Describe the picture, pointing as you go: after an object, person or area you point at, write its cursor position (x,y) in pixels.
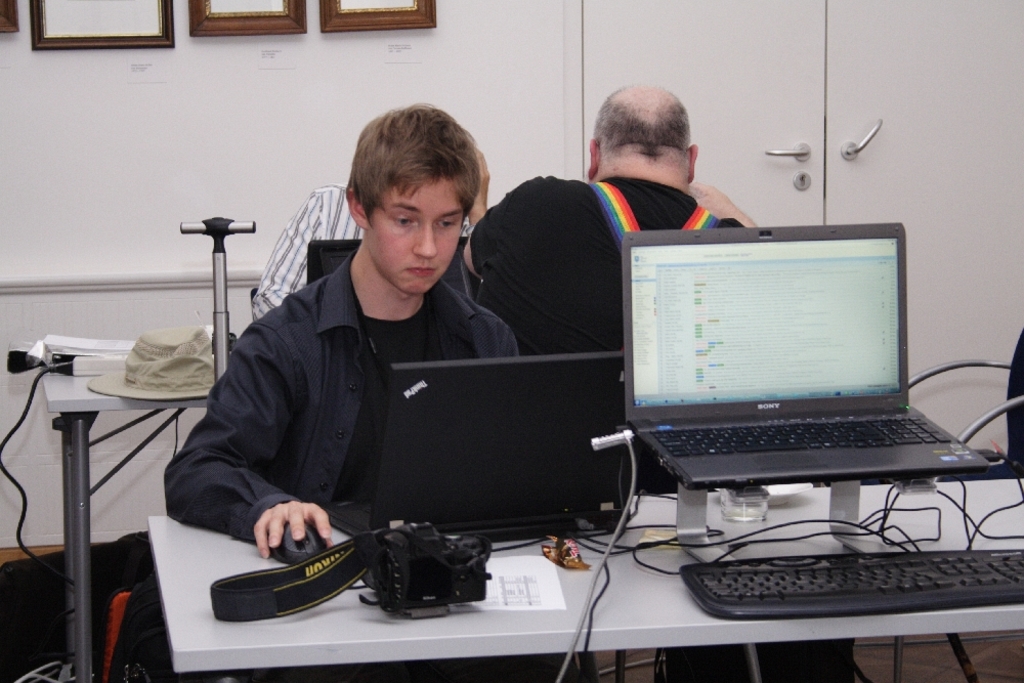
In this picture I can see three persons (562,201) sitting on the chairs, there are laptops (656,404), keyboard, hat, paper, cables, camera (464,538) and some other objects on the tables (284,632), and in the background (293,69) there are frames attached to the wall (175,184) and there are doors (809,4).
